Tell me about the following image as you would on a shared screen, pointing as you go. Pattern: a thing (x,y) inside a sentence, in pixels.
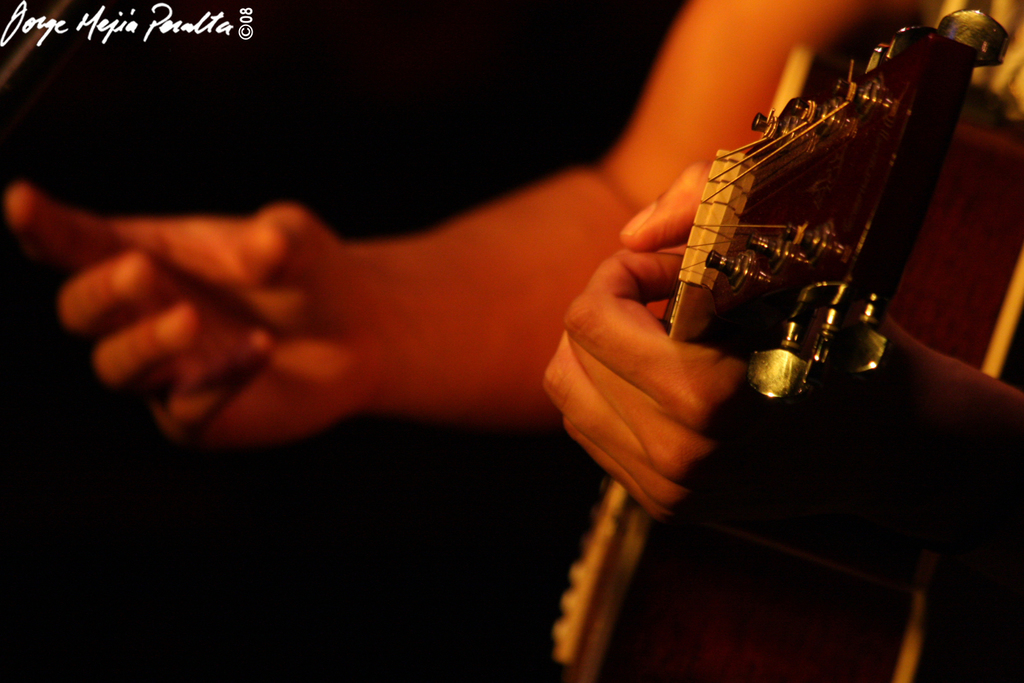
In this image there is a person (601,195) holding a guitar (667,546).
